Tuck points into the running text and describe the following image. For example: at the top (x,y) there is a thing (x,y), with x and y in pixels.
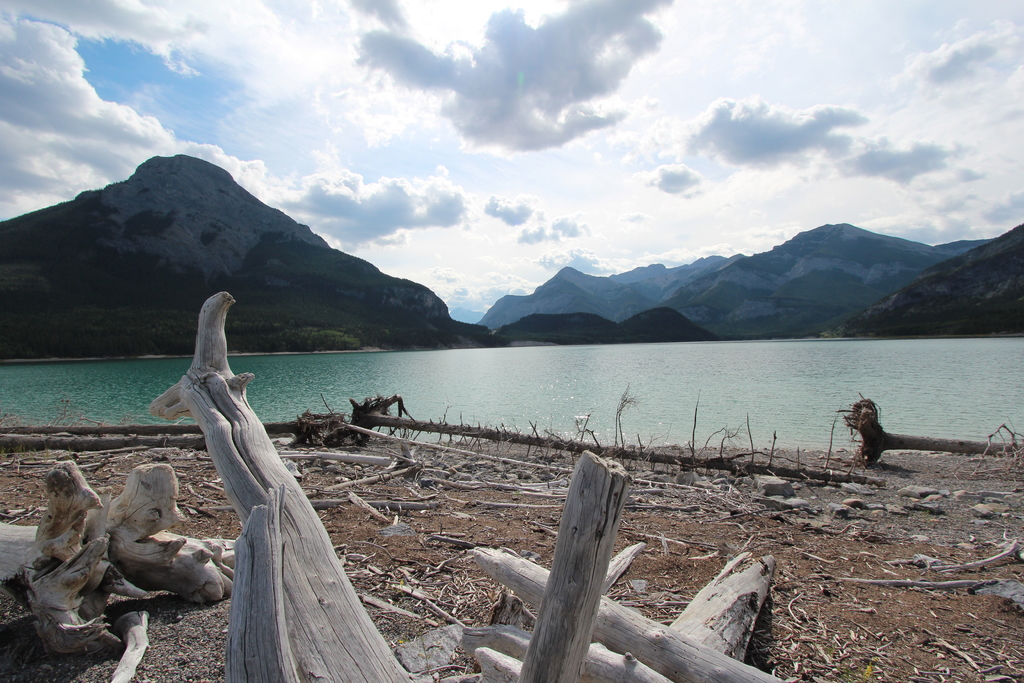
In this image there are wood logs (601,492) on the surface (345,520), in front of them there is a river (413,368), behind the river (516,363) there are mountains (585,322).
